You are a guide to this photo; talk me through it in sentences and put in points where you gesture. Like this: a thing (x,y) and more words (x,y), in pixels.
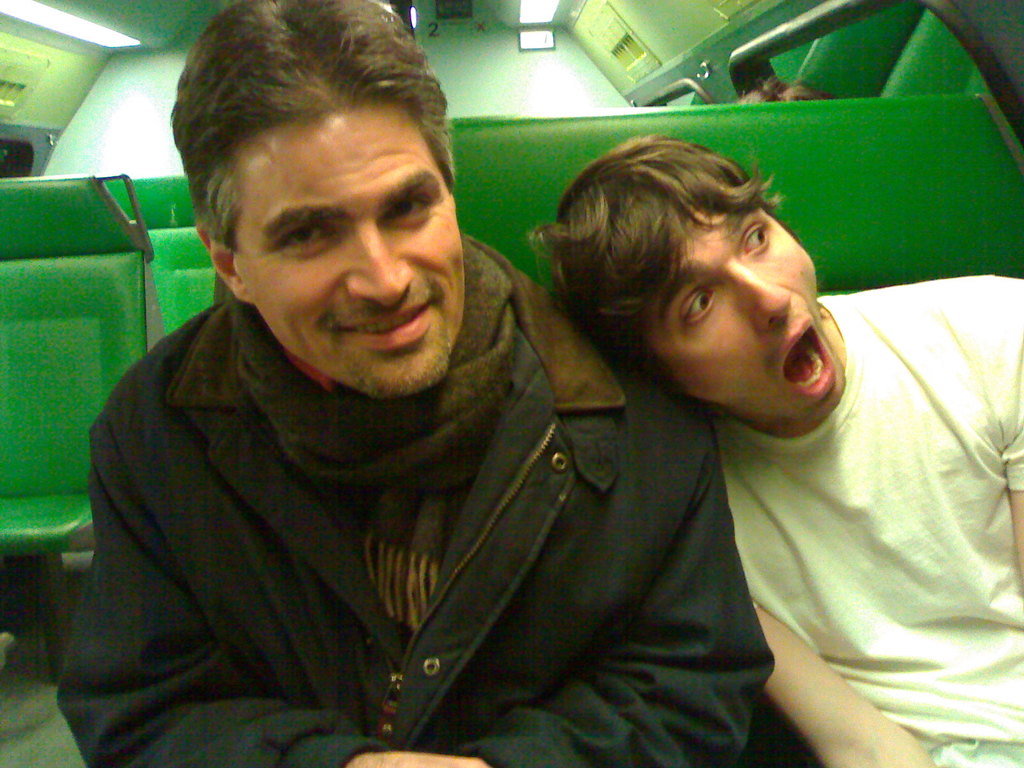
In this image there are two persons (612,461) sitting inside a train (887,102).
